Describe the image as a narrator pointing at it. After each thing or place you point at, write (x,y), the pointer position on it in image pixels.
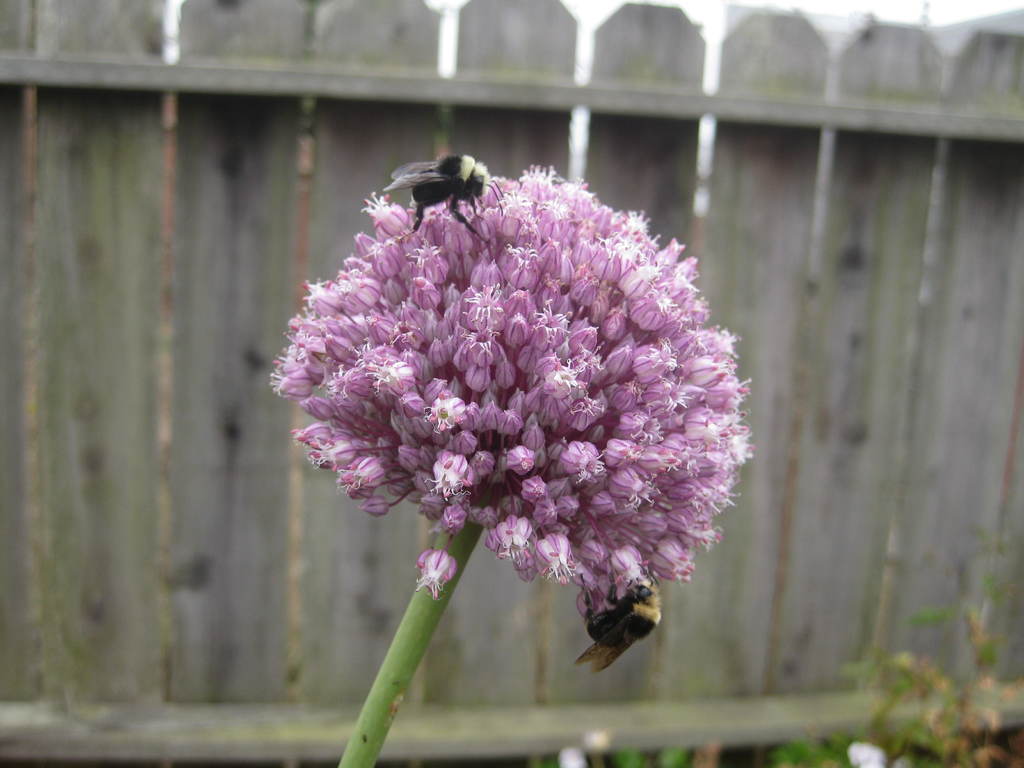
In the middle of the image (510,352) we can see a flower (479,496) and insects (630,592). In the background (717,176) there is a wooden fence (788,122) and plants (630,758).
